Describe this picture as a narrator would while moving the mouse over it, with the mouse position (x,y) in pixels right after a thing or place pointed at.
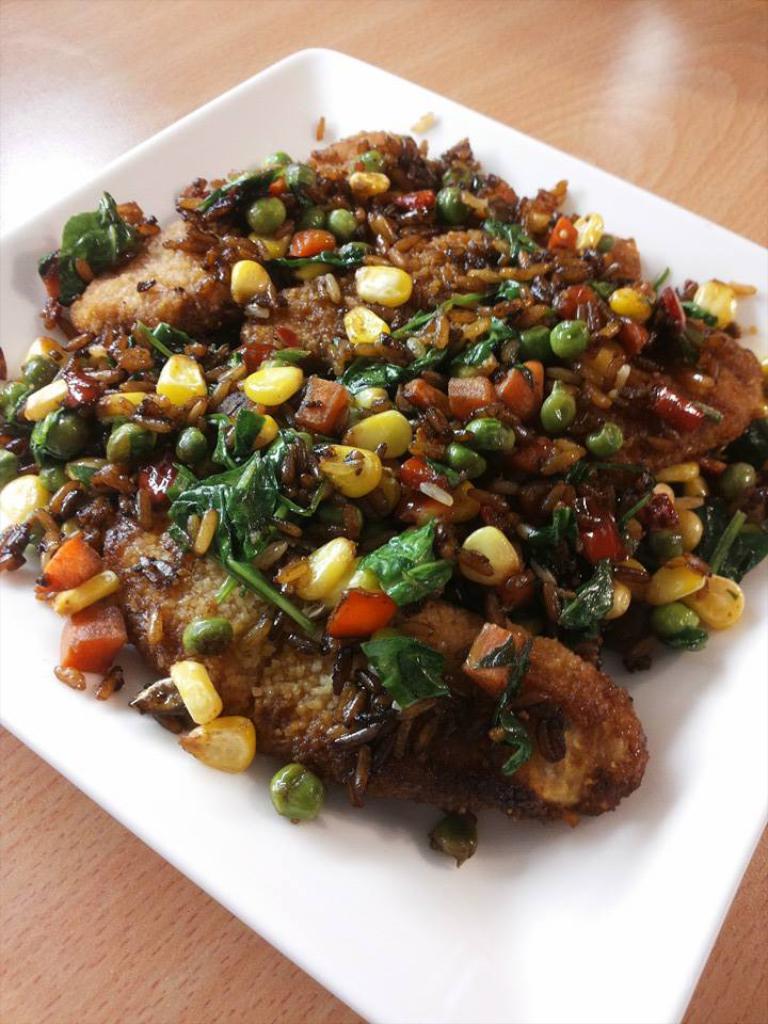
In the image there is some cooked food item (380,771) is served in a white plate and it is garnished with some peas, corn (352,335), carrots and some other veggies (534,244).
